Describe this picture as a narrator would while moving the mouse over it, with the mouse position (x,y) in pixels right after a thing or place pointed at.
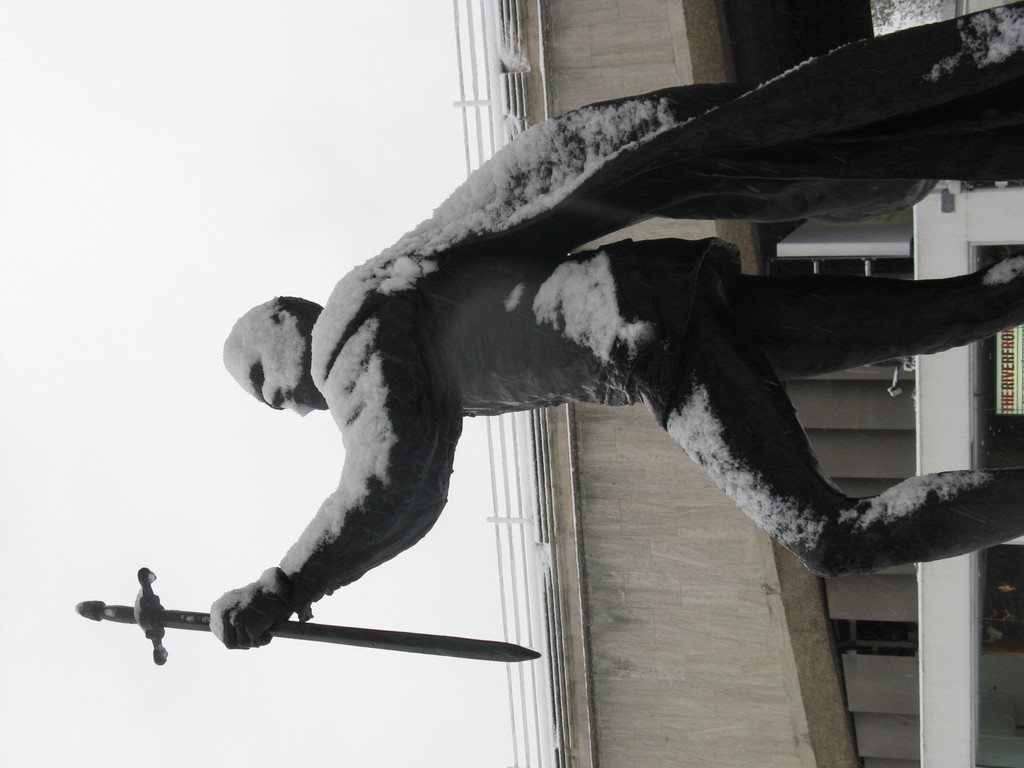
In the picture we can see a sculpture (769,493) of a man (781,490) standing and holding a sword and on the sculpture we can see the snow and behind it, we can see a part of the bridge (528,513) with a railing (512,520) to it.
